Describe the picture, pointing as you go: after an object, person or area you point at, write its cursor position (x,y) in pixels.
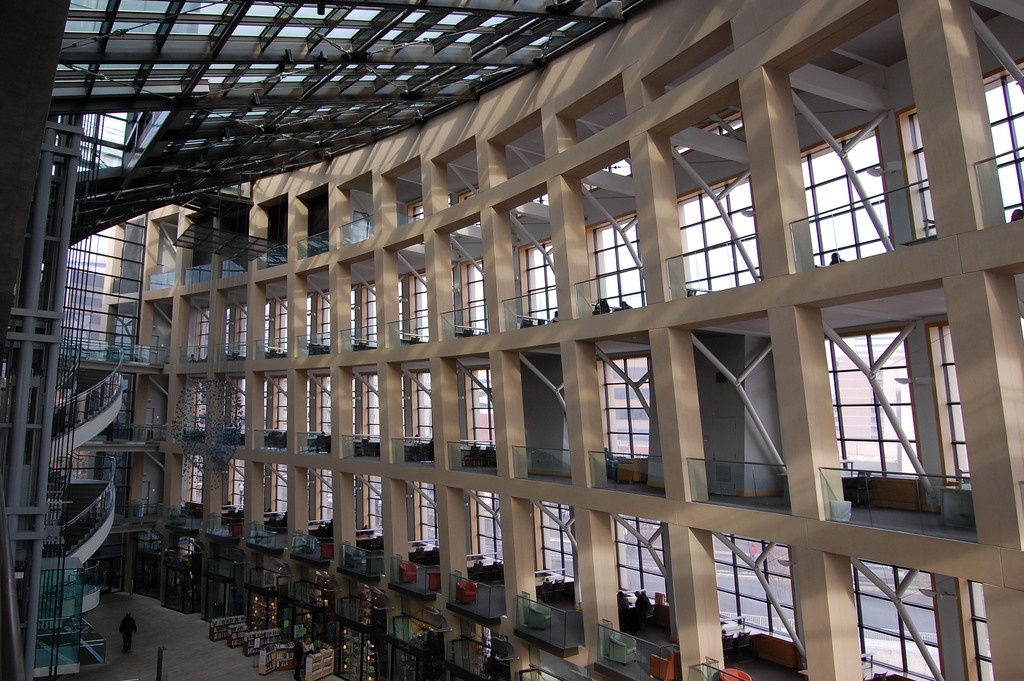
This picture is an inside view of a building (434,231). In this image we can see stairs (73,481), pillars (500,308), windows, chairs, tables (472,560), some stores (290,611) are there. At the bottom left corner (127,615) we can see a person (132,628) is standing and floor (187,637) are there. At the top of the image (280,56) roof (311,55) is there.
